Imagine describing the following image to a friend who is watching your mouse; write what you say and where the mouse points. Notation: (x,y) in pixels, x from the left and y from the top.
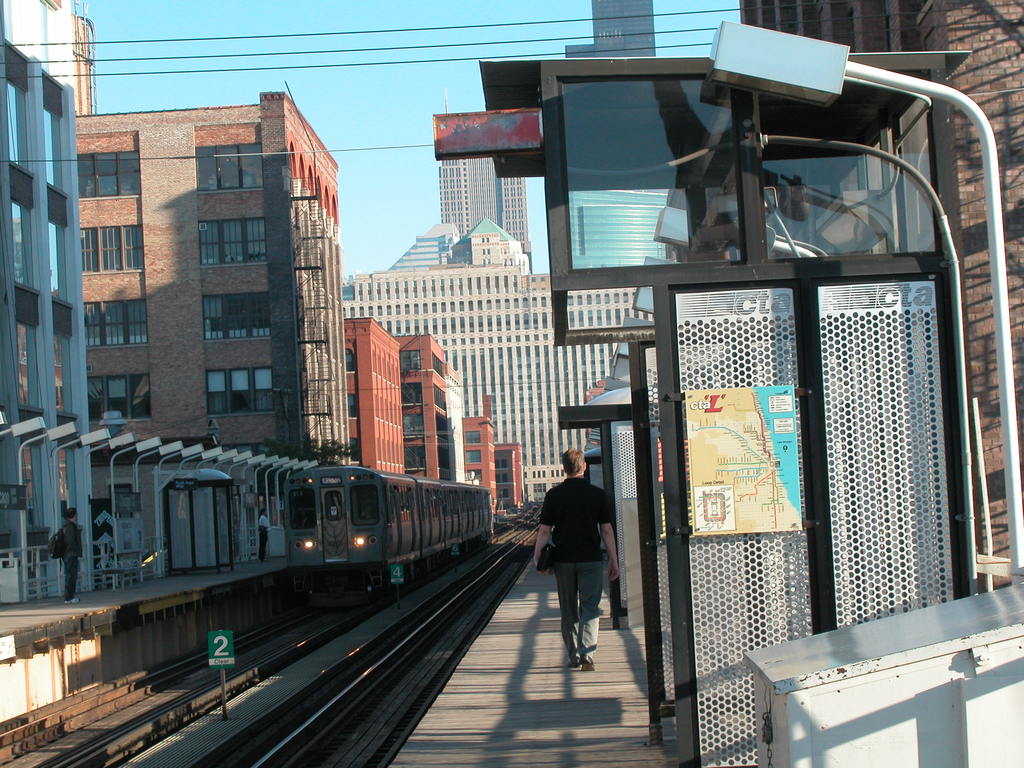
In this image I can see a train (405,538) on the railway track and another railway track (424,620). I can see two platforms (183,606) on either side of the train (353,536) and few persons (264,553) standing on the platforms (217,578). I can see few buildings (242,319), few light poles (1011,391), few wires (333,32) and the sky (358,78) in the background (330,101).
